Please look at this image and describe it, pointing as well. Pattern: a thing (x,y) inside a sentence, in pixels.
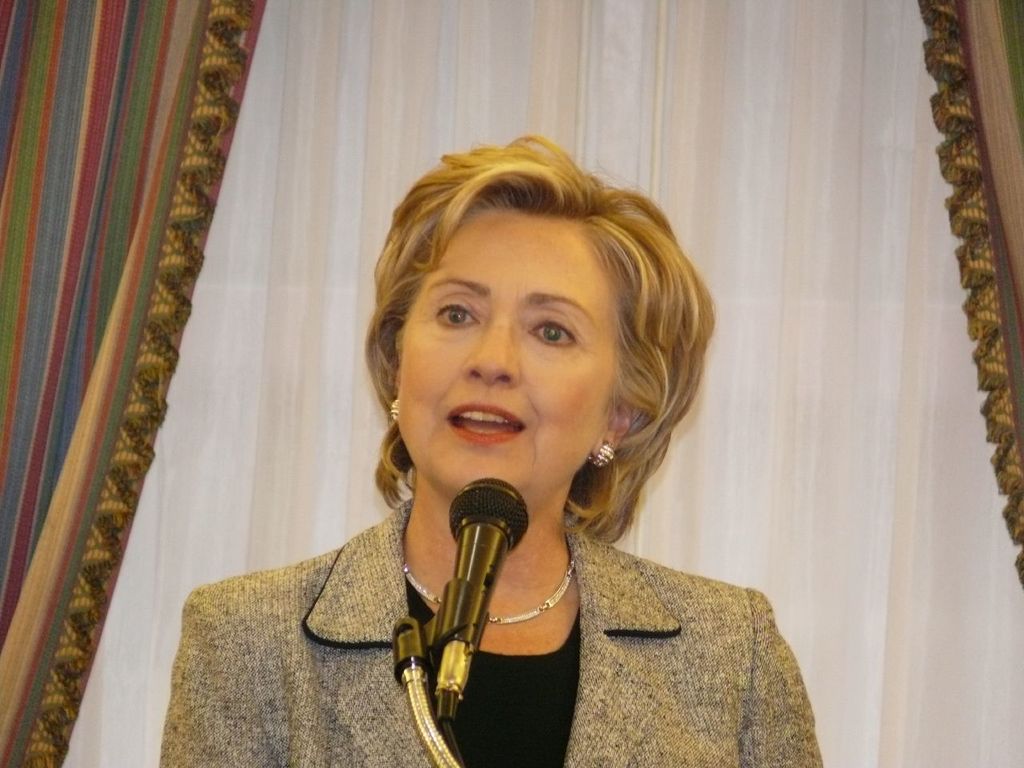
In the picture we can see a woman (526,280) standing and talking into the microphone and she is wearing a blazer (361,621) with a black T-shirt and behind we can see a curtain (804,446) with white and cream color lines (284,538) on it and besides we can see some colored curtains (36,488).
